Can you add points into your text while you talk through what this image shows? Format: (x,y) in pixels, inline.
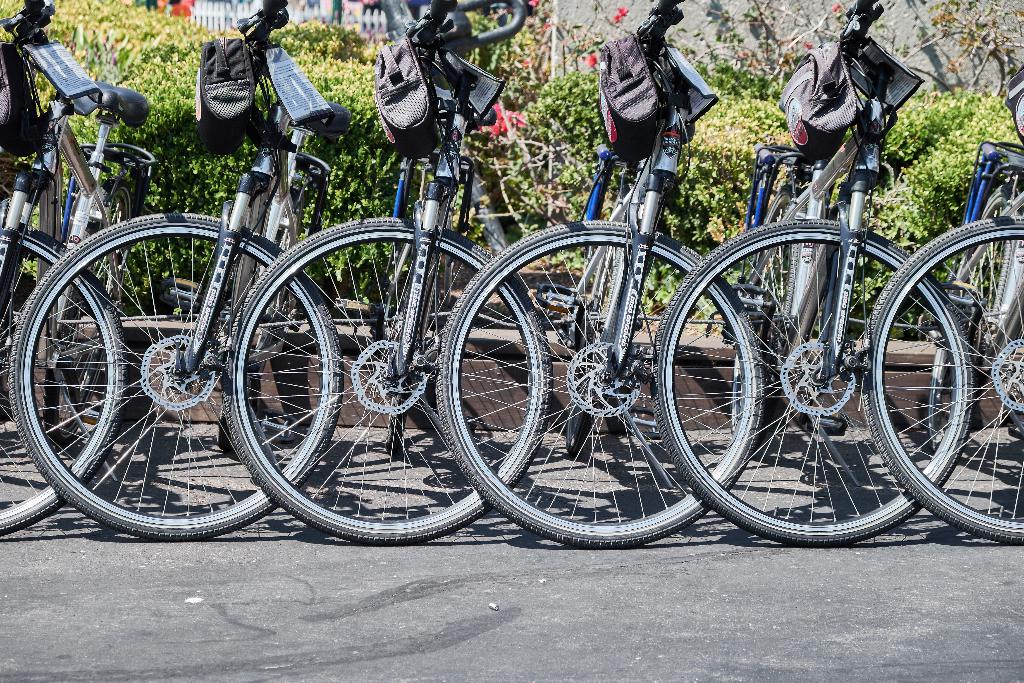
Here we can see some bicycle (189,367) are parked. Behind there are some plants (182,185).
